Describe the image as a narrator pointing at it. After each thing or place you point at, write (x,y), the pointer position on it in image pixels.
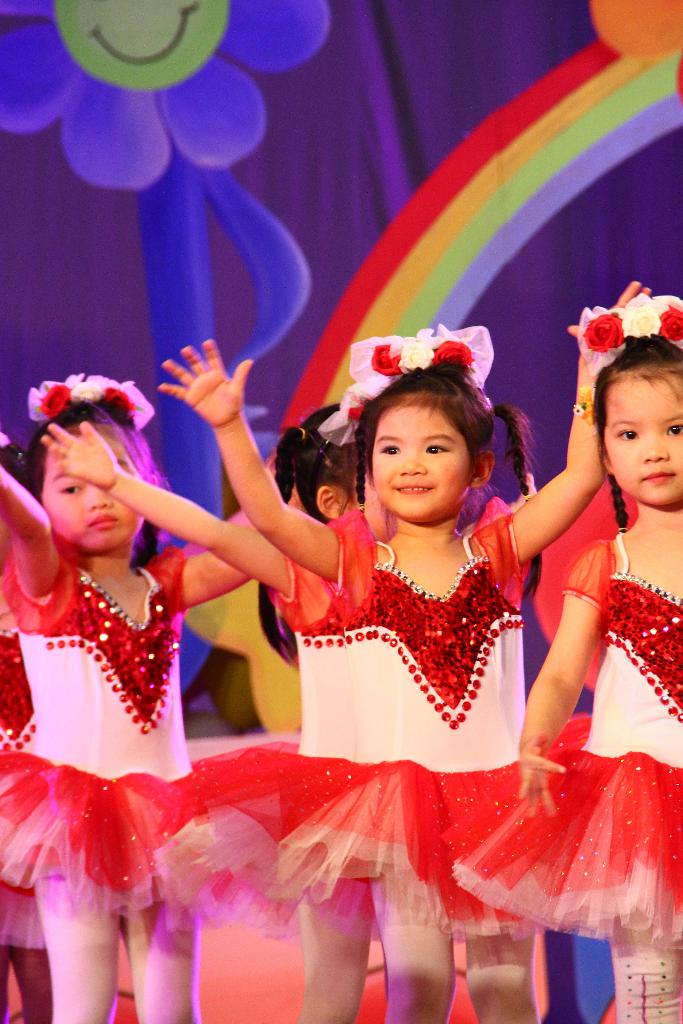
In this image we can see children (371,659) standing on the floor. In the background (406,292) we can see a curtain (351,174).
